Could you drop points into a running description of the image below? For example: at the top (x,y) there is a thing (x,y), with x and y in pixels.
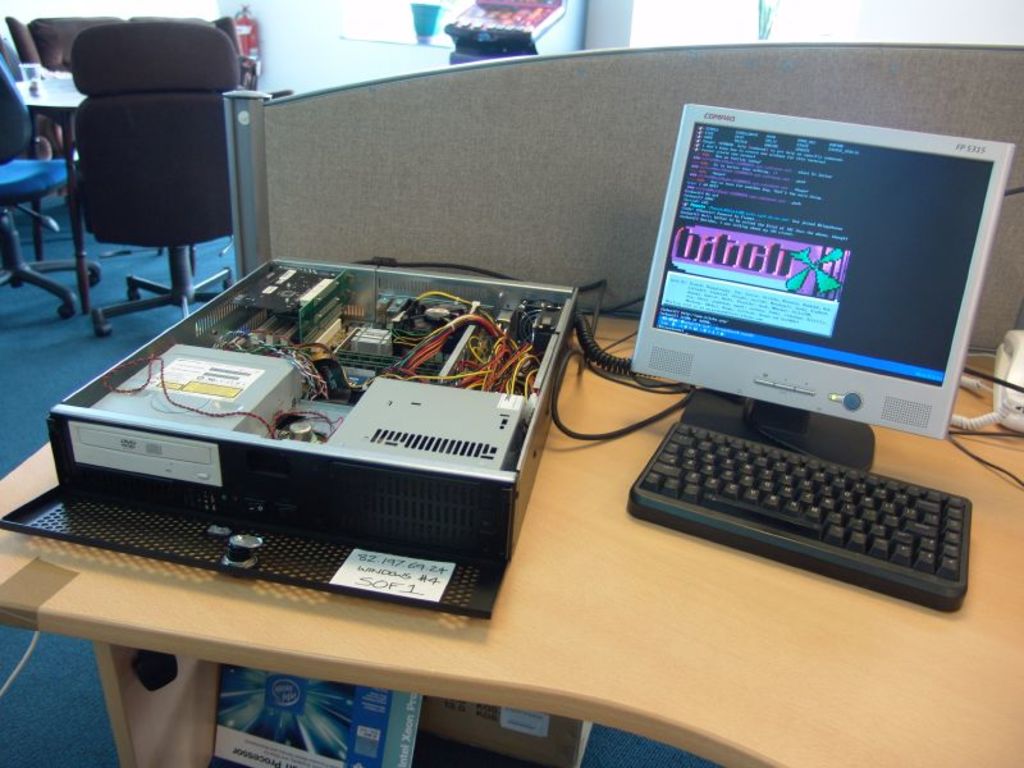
In this picture we can see table (106,554) and on table (705,652) we have CPU (472,435), keyboard (726,480), monitor (771,363), telephone (1009,340), wires (625,429) and in the background (187,40) we can see chairs (131,102), wall (284,40), fire extinguisher (245,47), flower pot (435,14) and under this table (419,665) we have boxes (381,726).
